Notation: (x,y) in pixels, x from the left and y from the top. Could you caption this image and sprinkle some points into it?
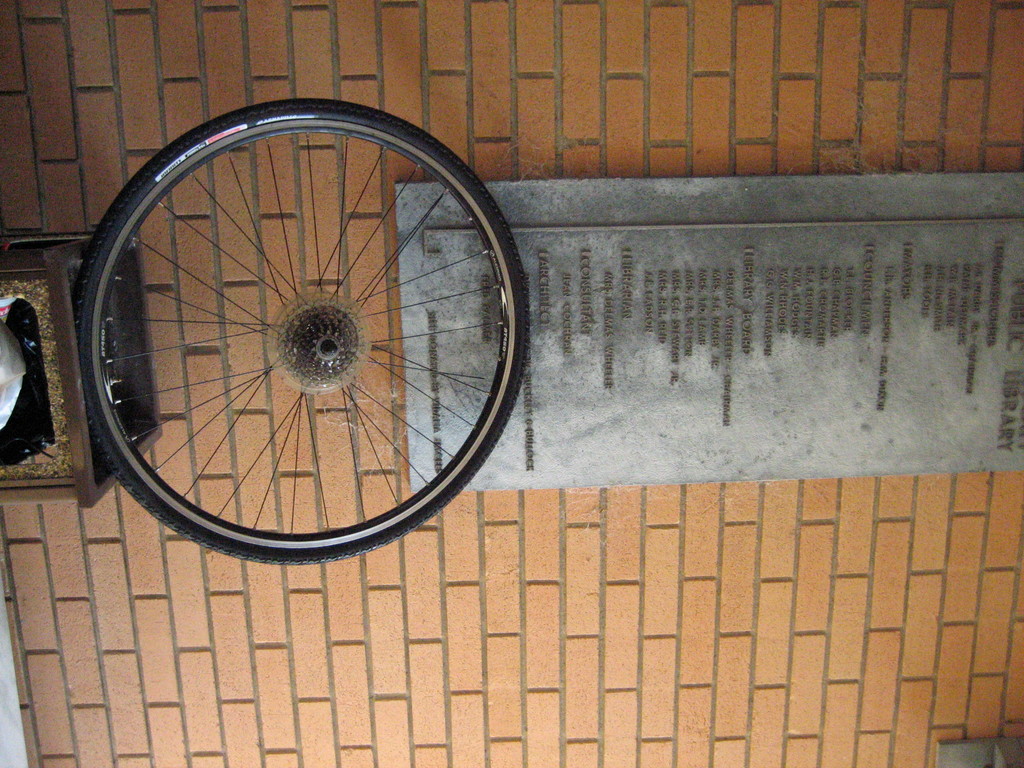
In this image we can see a wheel (116,391) on the dustbin (66,334), there is a board (696,391) on the wall (75,534) with text (745,341) on it.
